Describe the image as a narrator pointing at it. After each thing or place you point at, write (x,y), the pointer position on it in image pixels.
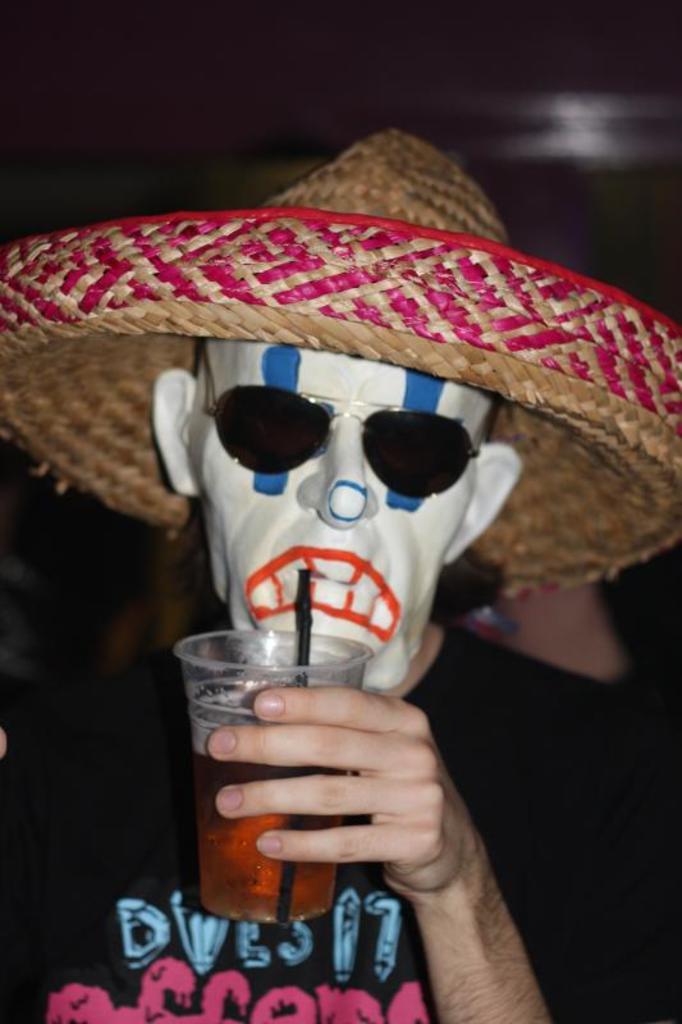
In this picture, we can see a person (158,1023) in the black t shirt (222,965) with a hat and the person (271,857) is holding a glass (254,819) and there is a dark background (59,562).
